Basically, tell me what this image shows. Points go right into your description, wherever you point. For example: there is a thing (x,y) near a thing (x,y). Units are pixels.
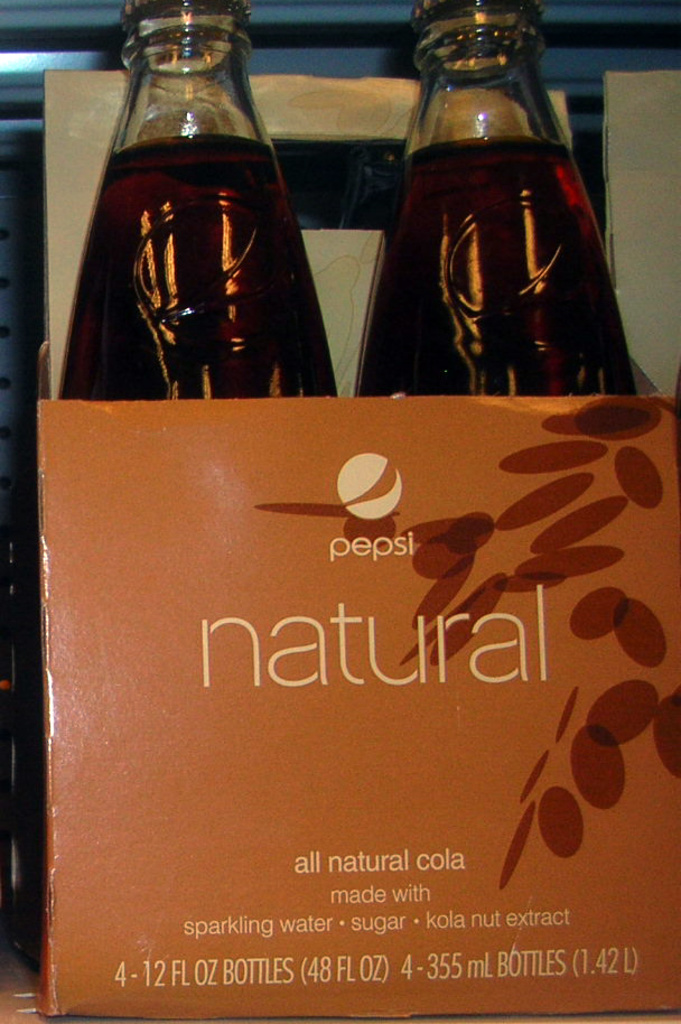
There are 2 bottles (428,264) in a box (279,711).
